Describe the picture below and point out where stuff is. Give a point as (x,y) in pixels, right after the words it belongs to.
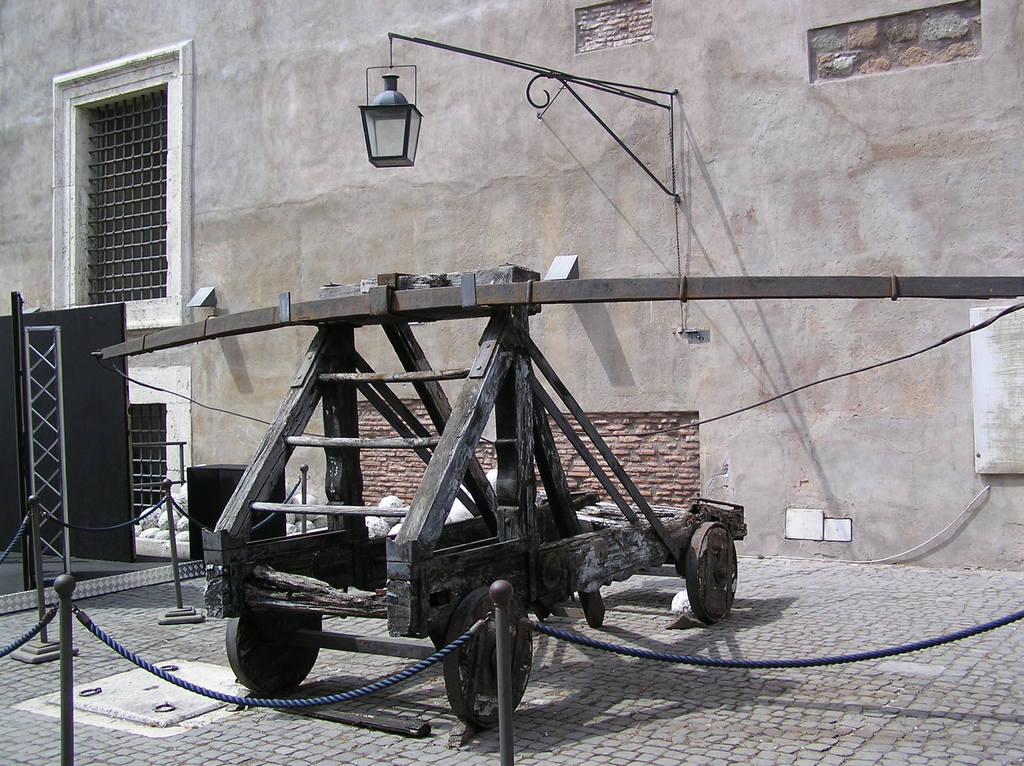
In this image in front (617,653) there is a metal fence (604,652). In front of the metal fence (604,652) there is a vehicle (252,462) on the road (812,591). In the background of the image (750,196) there is a wall (627,160). In front of the wall (419,94) there is a light (402,120). On the left side of the image (173,242) there are windows (107,260). In front of the window (167,226) there is some object (83,382).
